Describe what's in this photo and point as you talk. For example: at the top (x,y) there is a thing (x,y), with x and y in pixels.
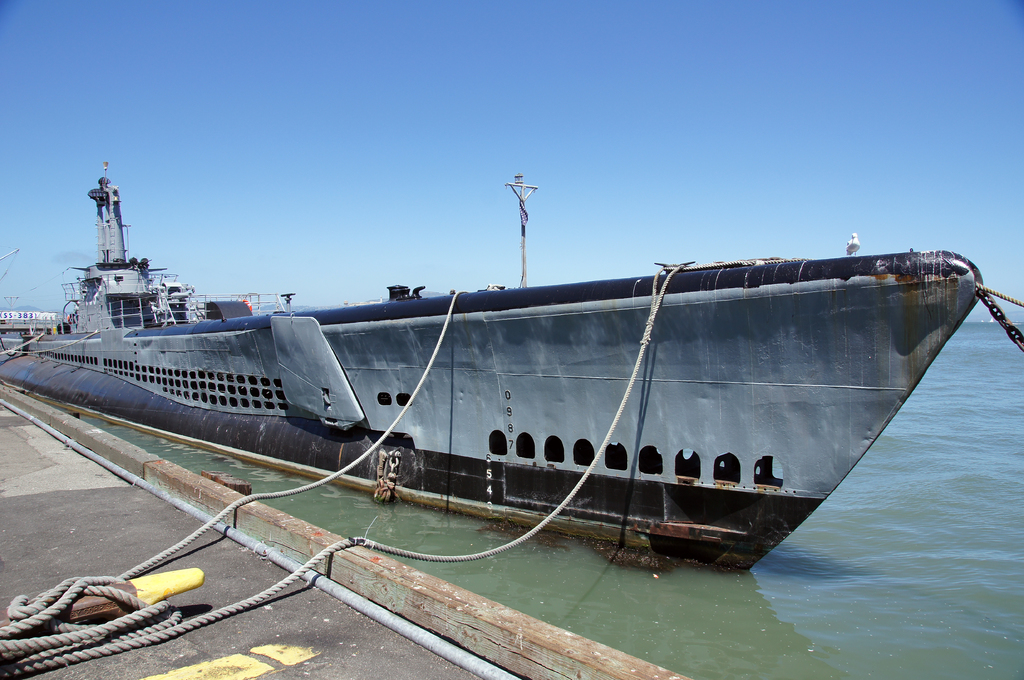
In this image there is a big ship (727,499) on the water (411,536) beside that there is road (139,554) with ropes (18,624) on it.
